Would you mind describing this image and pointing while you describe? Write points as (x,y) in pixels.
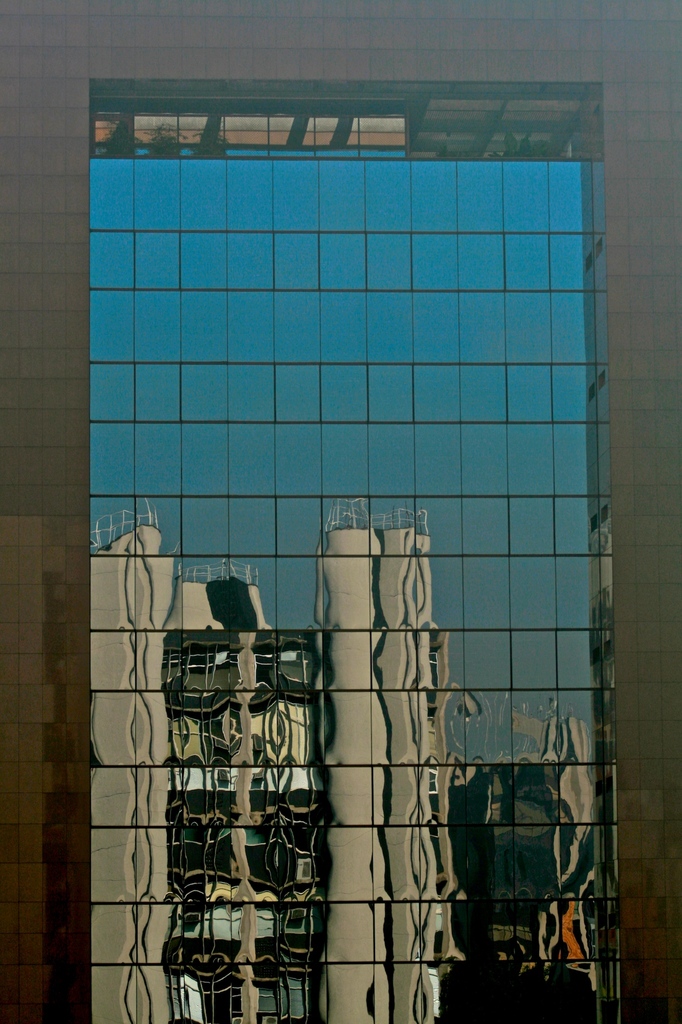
In the image there is a building (68,361) with glasses (373,594). On the glasses (296,809) we can see the reflection (231,764) of another building (178,787).
